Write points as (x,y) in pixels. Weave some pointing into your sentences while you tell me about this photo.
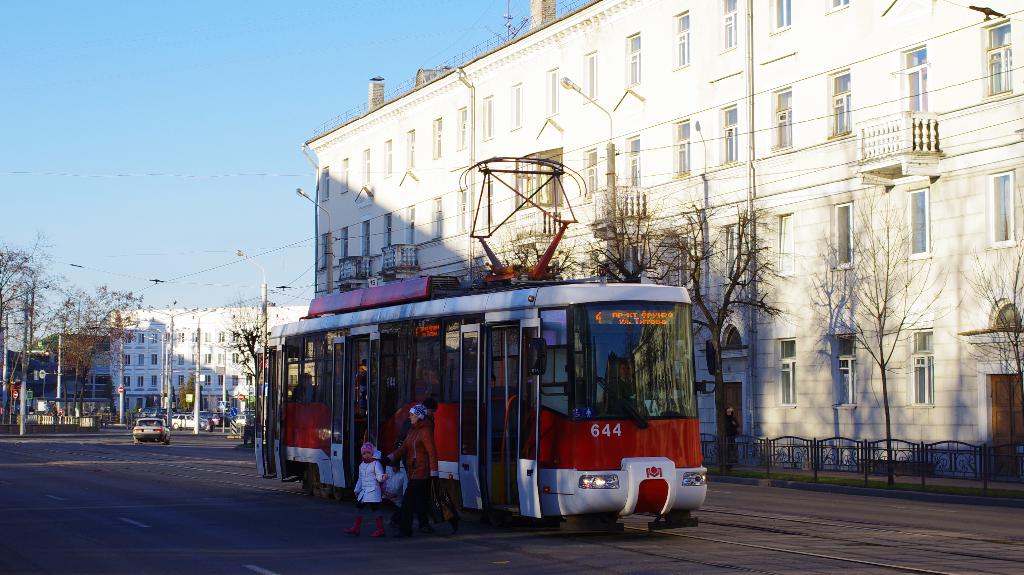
This is a picture of an outside view, in this picture in the center (522,367) there is one tram (467,459) and some persons (408,464) are walking. On the right side (796,248) there is a building (826,265) and some trees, fence (898,468), grass (875,481) and a footpath (961,482). In the background (139,365) there are some buildings (220,350), poles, trees (68,350), lights (252,264) and wires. At the bottom (146,506) there is road (225,541) and on the road (96,448) there are some vehicles (190,423), on the top of the image (211,145) there is sky (190,241).
